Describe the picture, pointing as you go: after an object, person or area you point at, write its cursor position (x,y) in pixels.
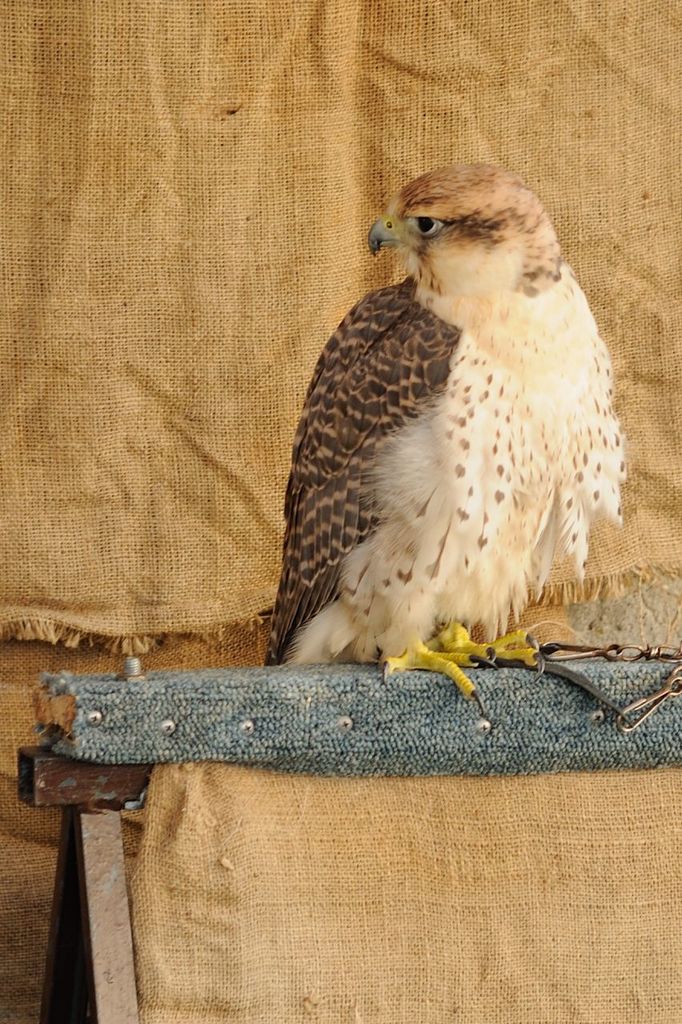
In this picture there is a bird (531,389) standing on the table (504,765) and the bird (488,378) is in brown and cream color. At the back (132,159) there is a rice bag fabric (132,159).
